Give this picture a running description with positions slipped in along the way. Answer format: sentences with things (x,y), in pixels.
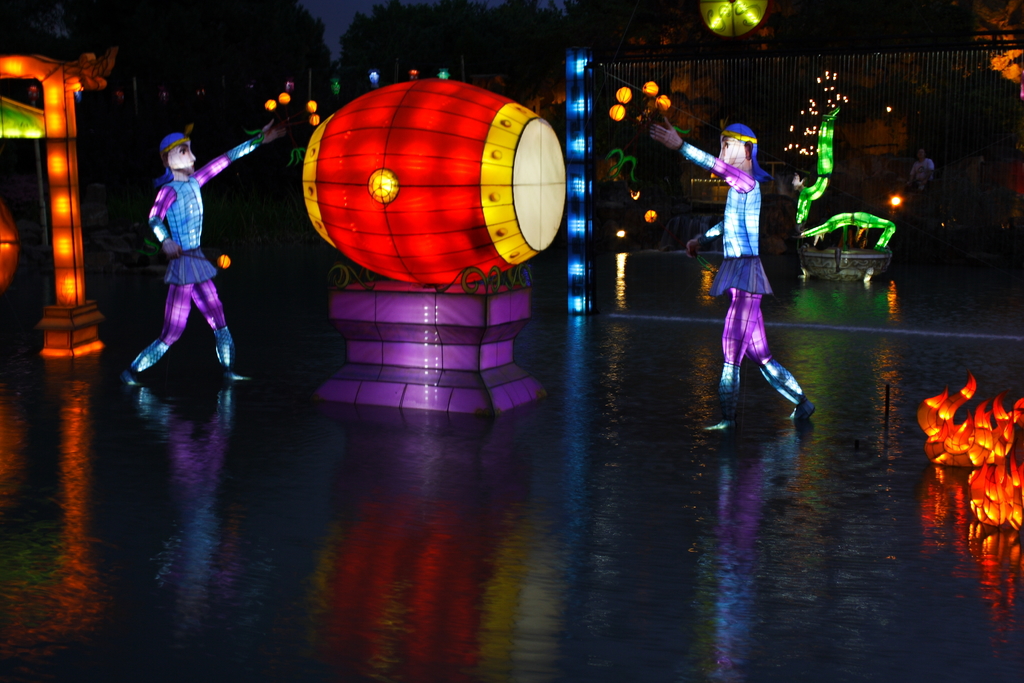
Picture. Two lantern figures (743,331) are standing on water (192,412). Here we can see musical drum (467,244) on this surface (449,317). Background (863,259) there are lights (820,221) and things (87,86).
